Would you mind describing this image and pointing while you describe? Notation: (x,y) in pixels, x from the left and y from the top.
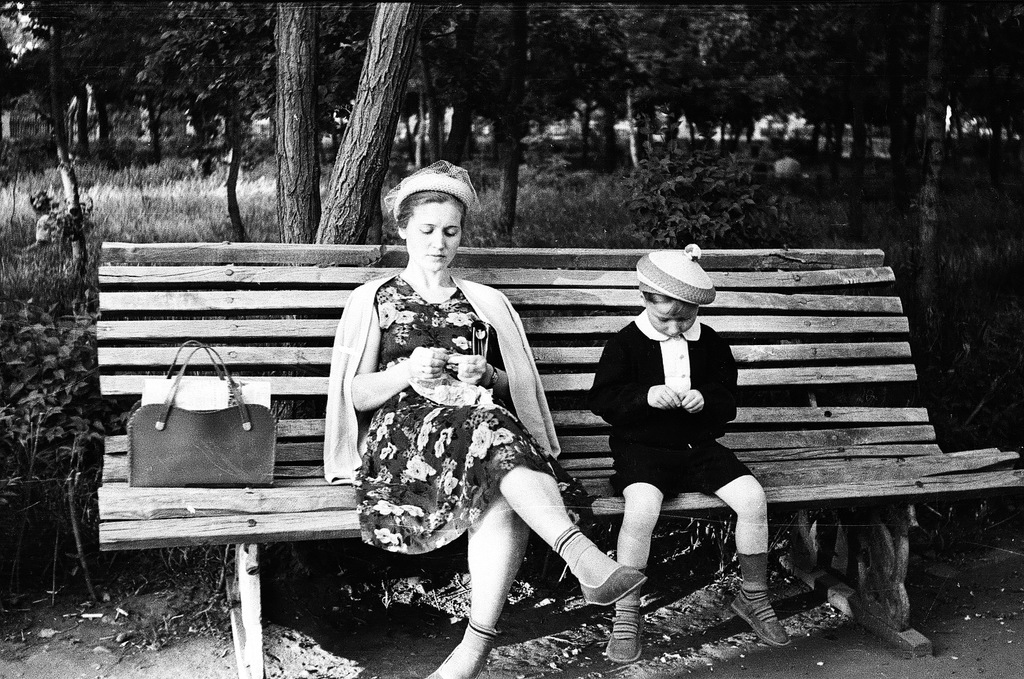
In this image i can see a bench (532,291) on the middle (556,324). On the bench (598,503) left side there is a woman (456,466) sit on the bench (294,449) beside her there is a hand bag (224,426), on the hand bag (224,425) there is a paper (208,397). And she is wearing a floral skirt (393,411) and she is wearing a white color cap (459,184) and left side of her a boy (608,367) sit on the bench (694,497) and his wearing a cap (686,291) and his wearing a black color jacket (638,358) and back side of him there are the some trees (459,67) visible. And there is a grass (177,176) on the floor (166,199). On the left side (53,349) there is a plant (37,393) visible.
